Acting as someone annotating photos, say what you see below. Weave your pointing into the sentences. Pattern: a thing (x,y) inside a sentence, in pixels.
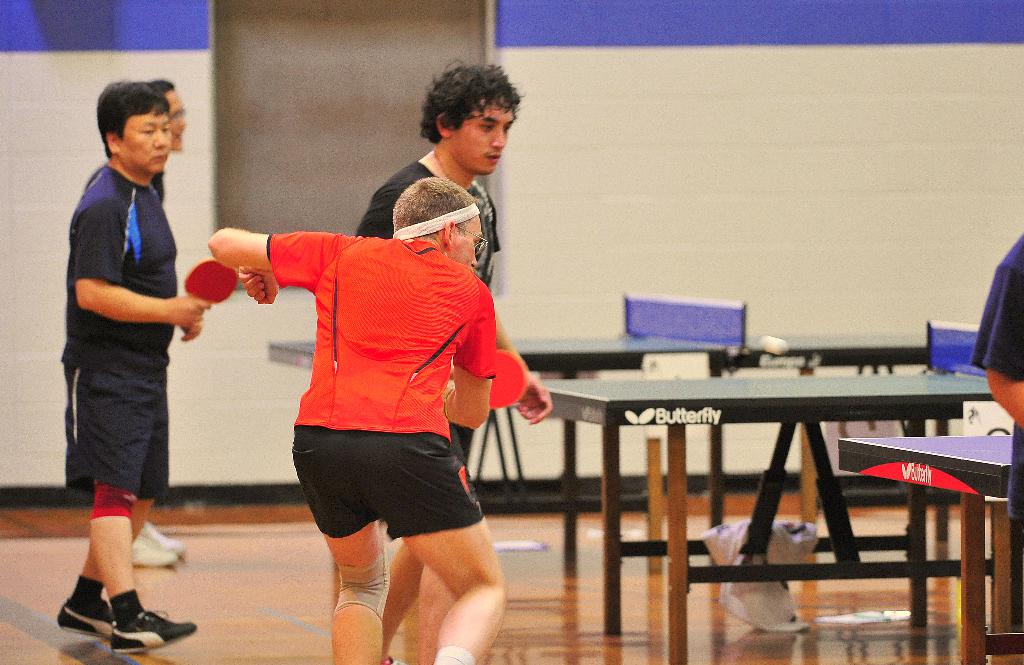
In this image can see a group of people (280,286) are standing and the person (384,452) on the red colour t-shirt (387,328) is holding a Tennis bat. I can also see there are few tables (767,420) on the floor (605,664).
